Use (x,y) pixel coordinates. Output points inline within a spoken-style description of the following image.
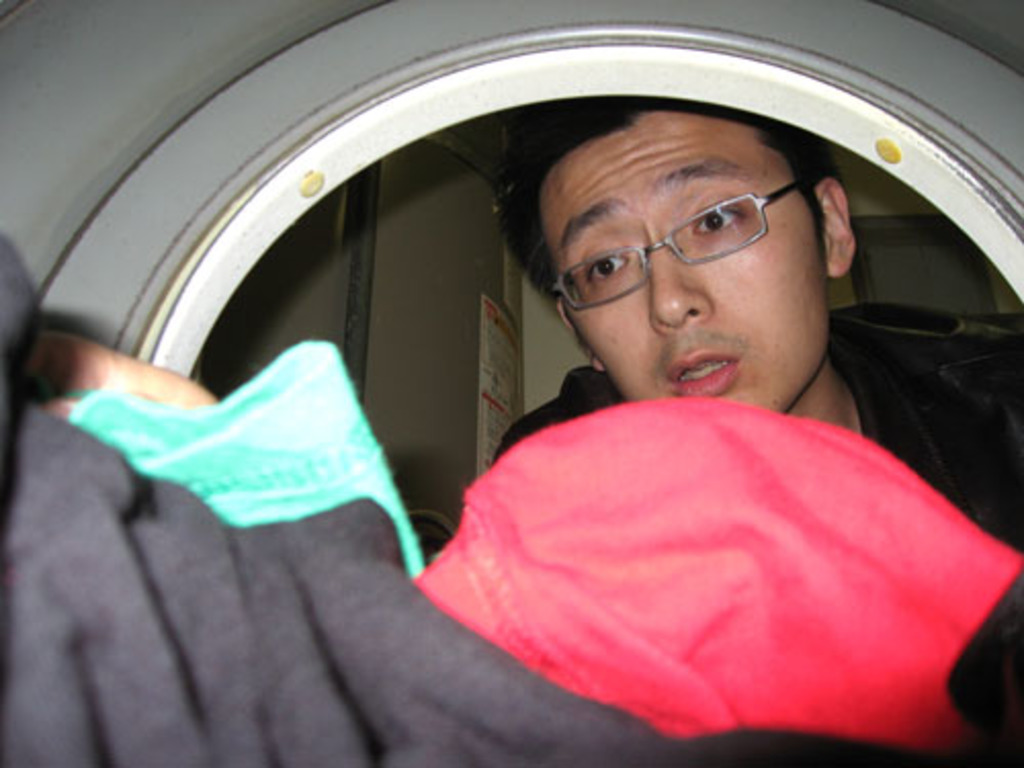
It is looking like, the picture is taken inside a washing machine (963,112). In the foreground (428,614) there are clothes (660,521). In the middle of the picture (659,374) we can see a person (1013,353). In the background (502,329) we can see posters (485,355) sticked to the wall (465,345).
